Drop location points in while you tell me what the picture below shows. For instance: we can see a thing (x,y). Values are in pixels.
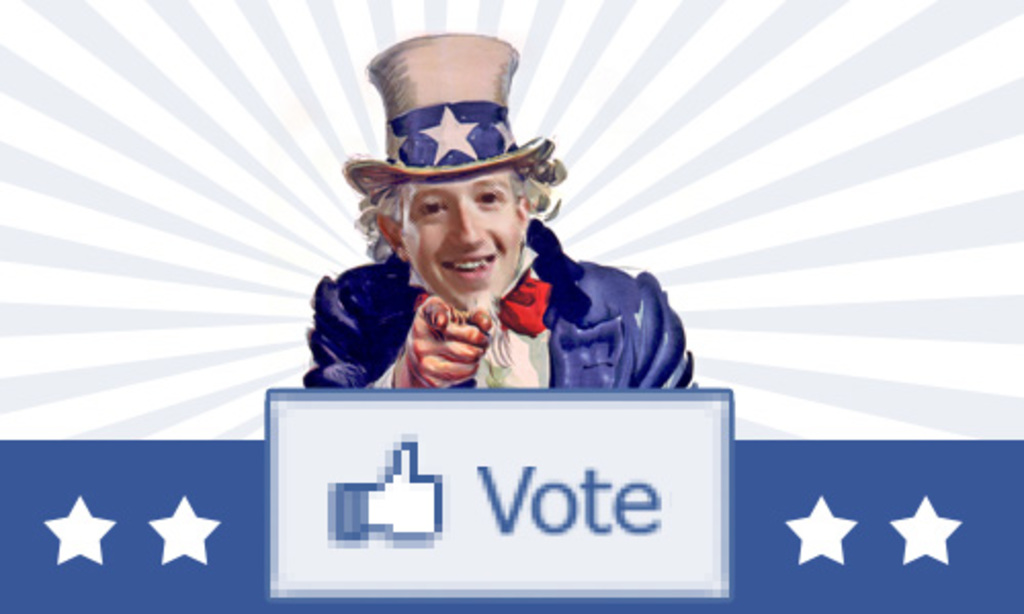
This might be a poster in this image in the center (440,282) there is one person (439,219) who is wearing a hat (482,79), and at the bottom (591,491) there is text (662,506) and stars (946,533). And in the background (575,8) there is a ray of light (51,305).
